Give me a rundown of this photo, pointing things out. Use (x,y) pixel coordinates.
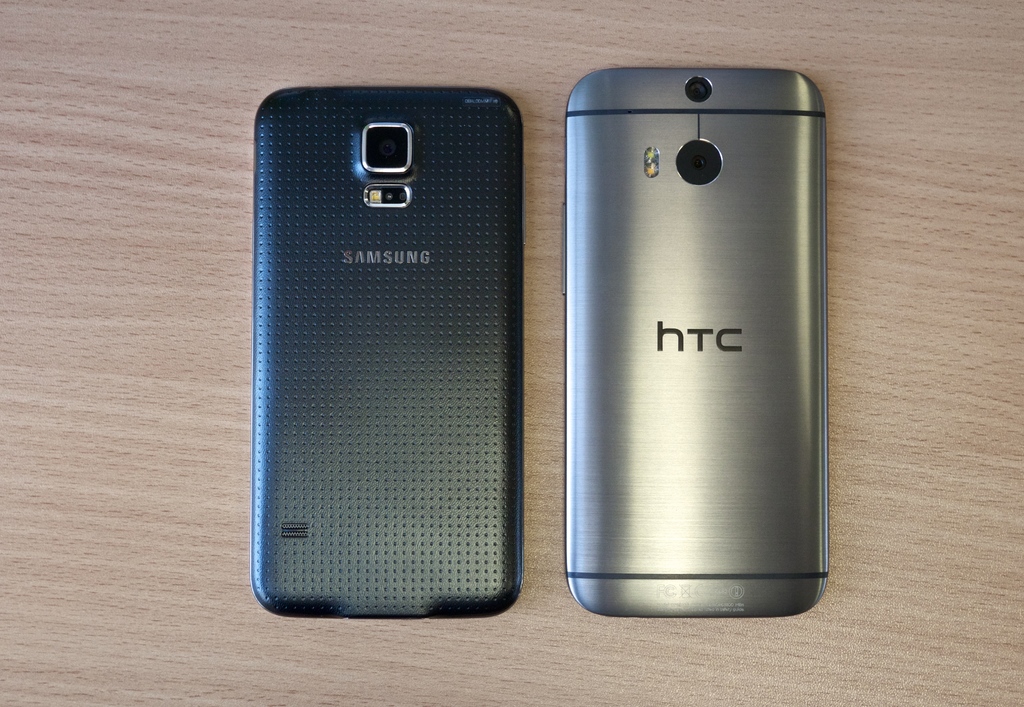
In the foreground of this picture (512,400), there are two mobile phones (362,338) on the wooden surface (912,436).
